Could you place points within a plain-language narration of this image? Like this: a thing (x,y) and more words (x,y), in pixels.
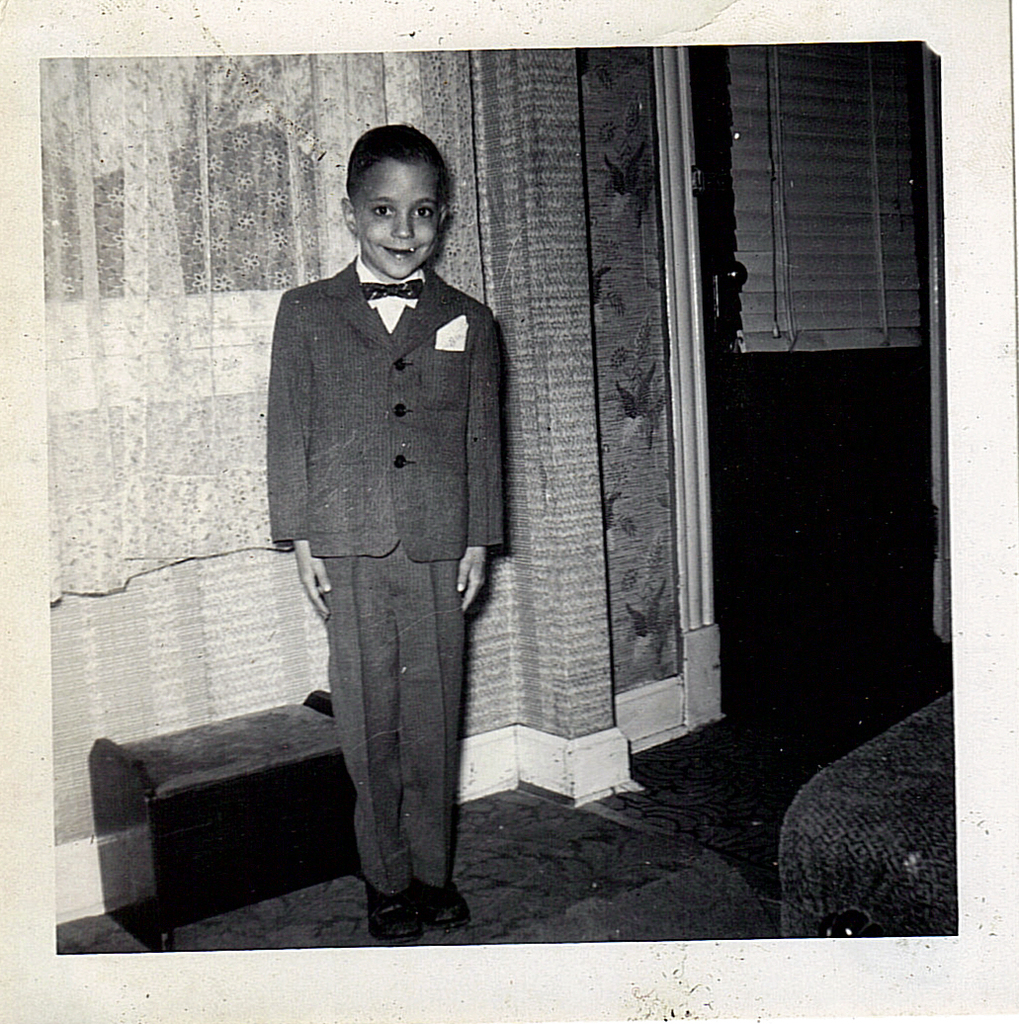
This is a black and white image where we can see a boy (449,834) is standing. He is wearing a suit (346,320). Behind the boy (373,289), we can see curtain (204,287), wall (589,604) and one object (214,801) on the floor (220,931). On the right side of the image (803,278), we can see a window (820,275) and an object (861,780).
